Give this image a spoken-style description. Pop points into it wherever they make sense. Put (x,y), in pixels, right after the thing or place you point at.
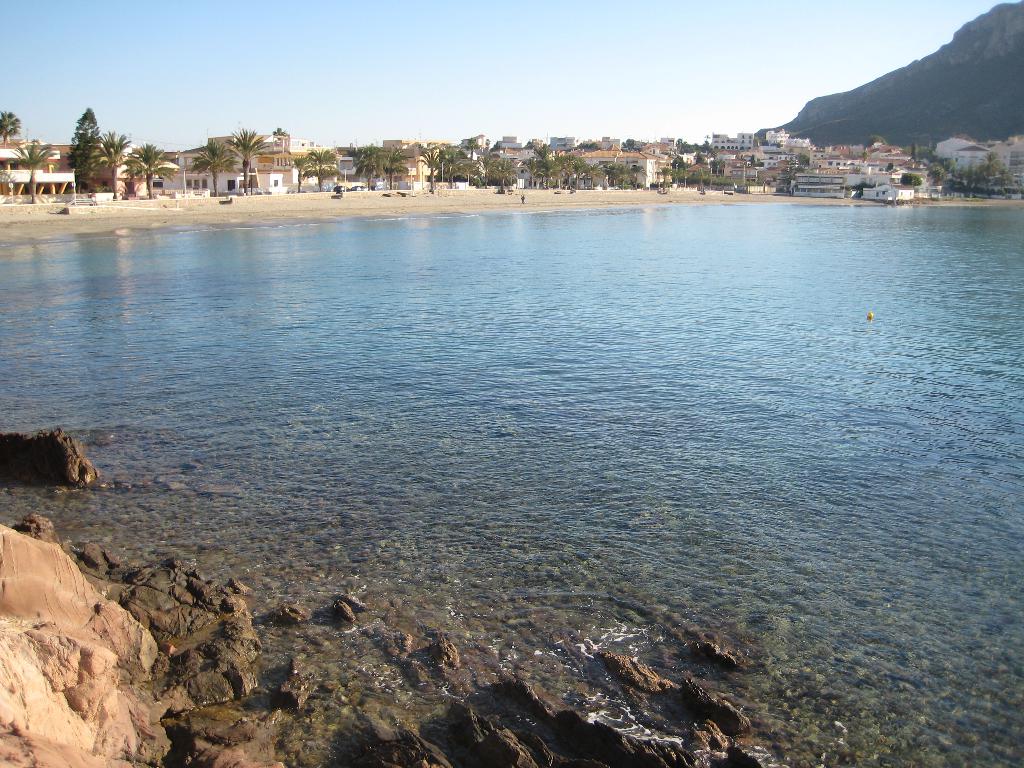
At the bottom of the image (183,616) there are rocks (207,603) in the water (500,495). Behind the water (472,366), on the seashore (522,190) there are few things (736,190). In the background (888,170) there are trees (918,153) and buildings (57,160). In the top right corner of the image (974,59) there is a hill (962,50). At the top of the image (500,84) there is sky (705,10).
